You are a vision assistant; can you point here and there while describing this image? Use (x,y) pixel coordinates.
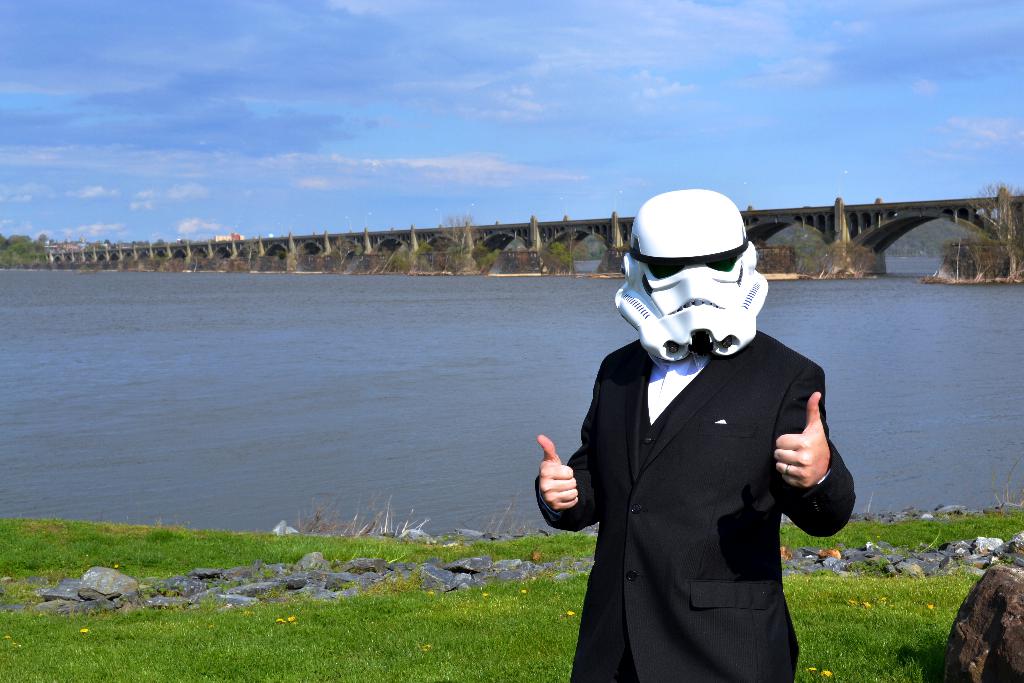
On the right side of the image (796,502) we can see a person (715,448) is standing and wearing suit (714,392), mask (695,334). In the background of the image (450,343) we can see a bridge (564,233), trees (799,240), water (408,363). At the bottom of the image (321,583) we can see the grass (372,593) and stones (562,561). At the top of the image (389,86) we can see the clouds (816,48) are present in the sky (616,45). In the bottom right corner (968,616) we can see a rock (958,622).
